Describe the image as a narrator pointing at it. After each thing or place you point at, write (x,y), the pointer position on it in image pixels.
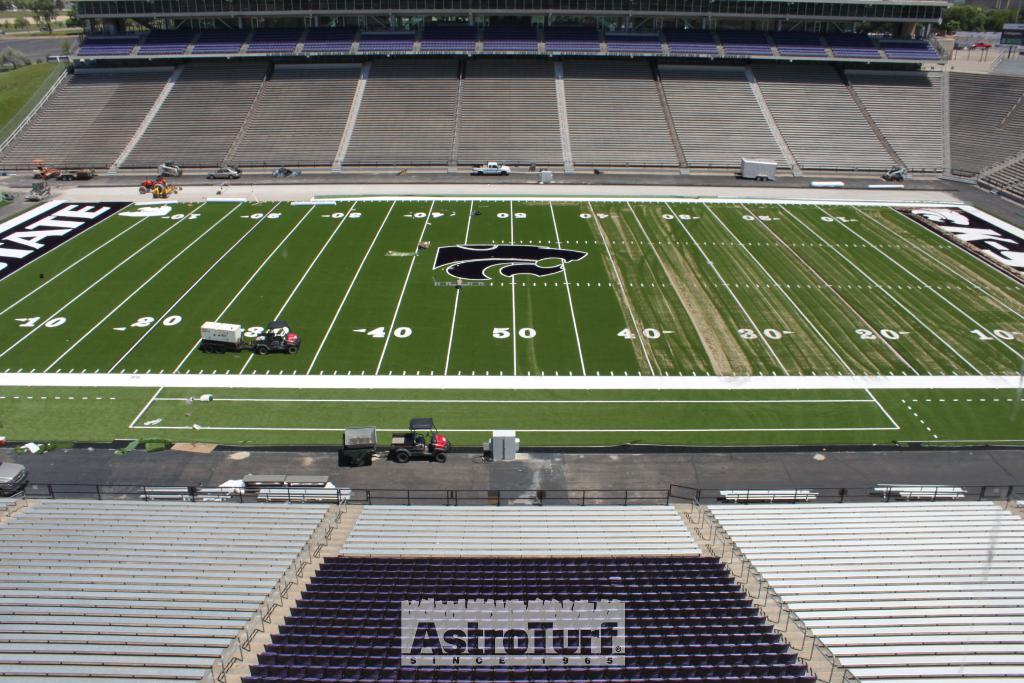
In this image we can see some vehicles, grass (907,413) and some numbers (780,337) on the ground (744,353). We can also see the stadium seating (657,538) and the fence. On the top of the image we can see some trees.
